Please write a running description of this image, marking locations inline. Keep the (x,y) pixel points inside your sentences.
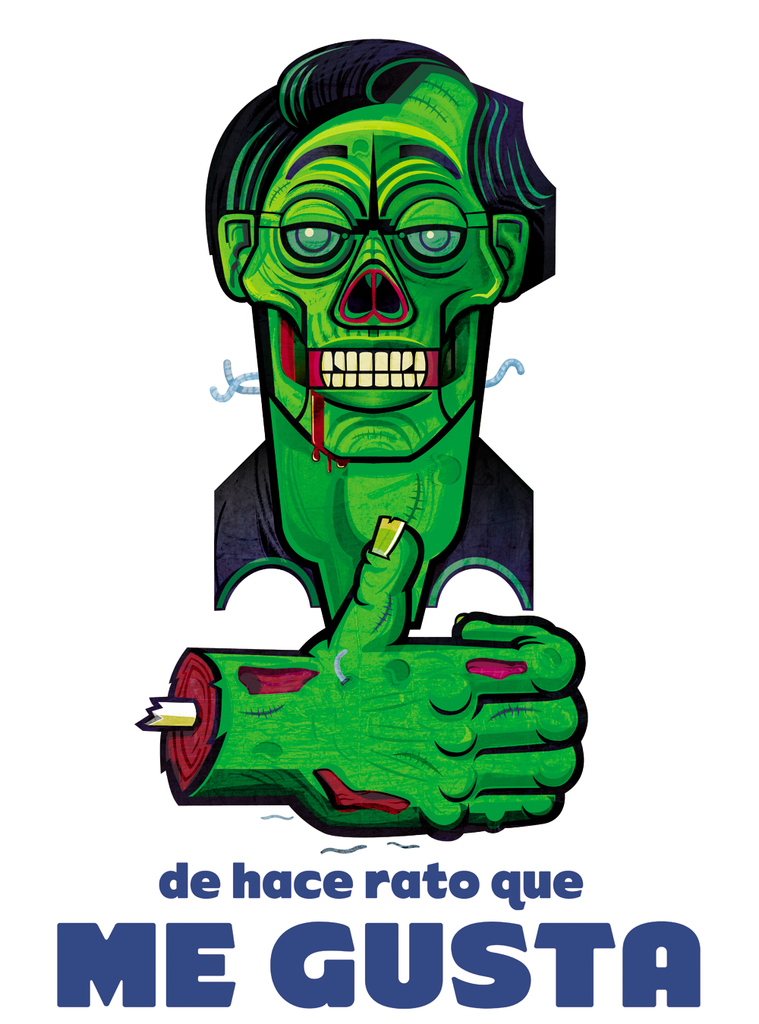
In this image I can see a cartoon (314,578). At the bottom (284,883) I can see some text (338,951).
